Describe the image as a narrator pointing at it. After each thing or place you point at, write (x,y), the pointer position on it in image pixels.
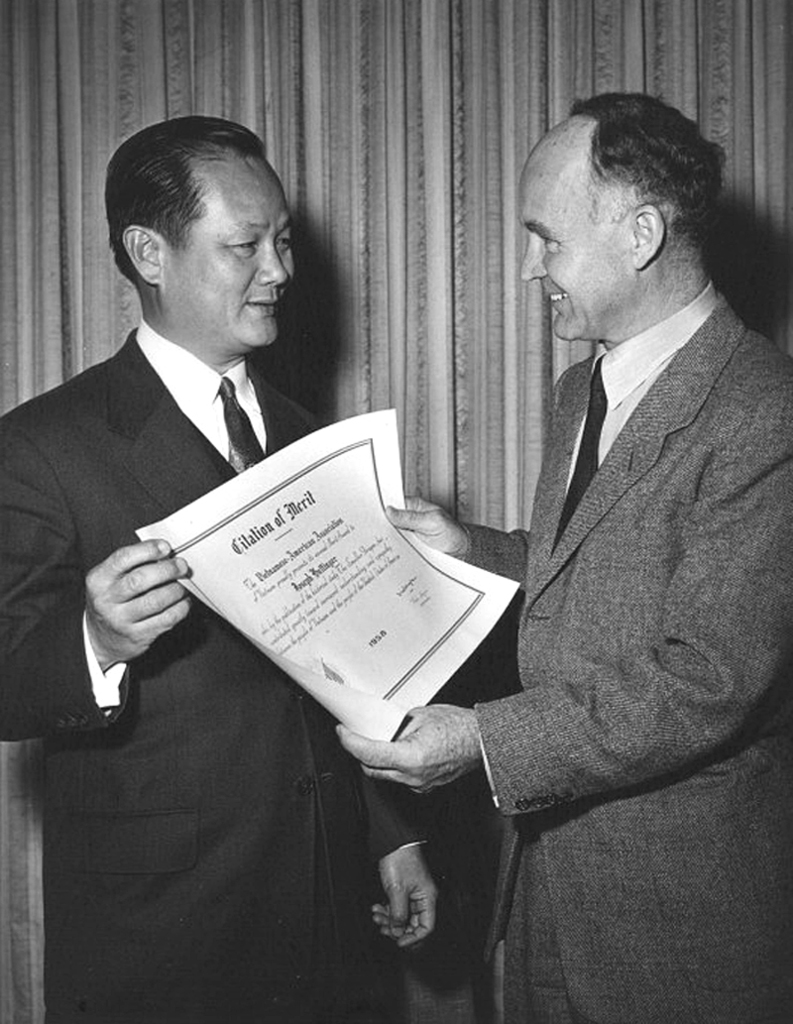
In this image there are two persons (434,517) standing in middle of this image (383,661) and holding a white color paper (340,622), and there is a curtain (419,215) in the background (426,172).
